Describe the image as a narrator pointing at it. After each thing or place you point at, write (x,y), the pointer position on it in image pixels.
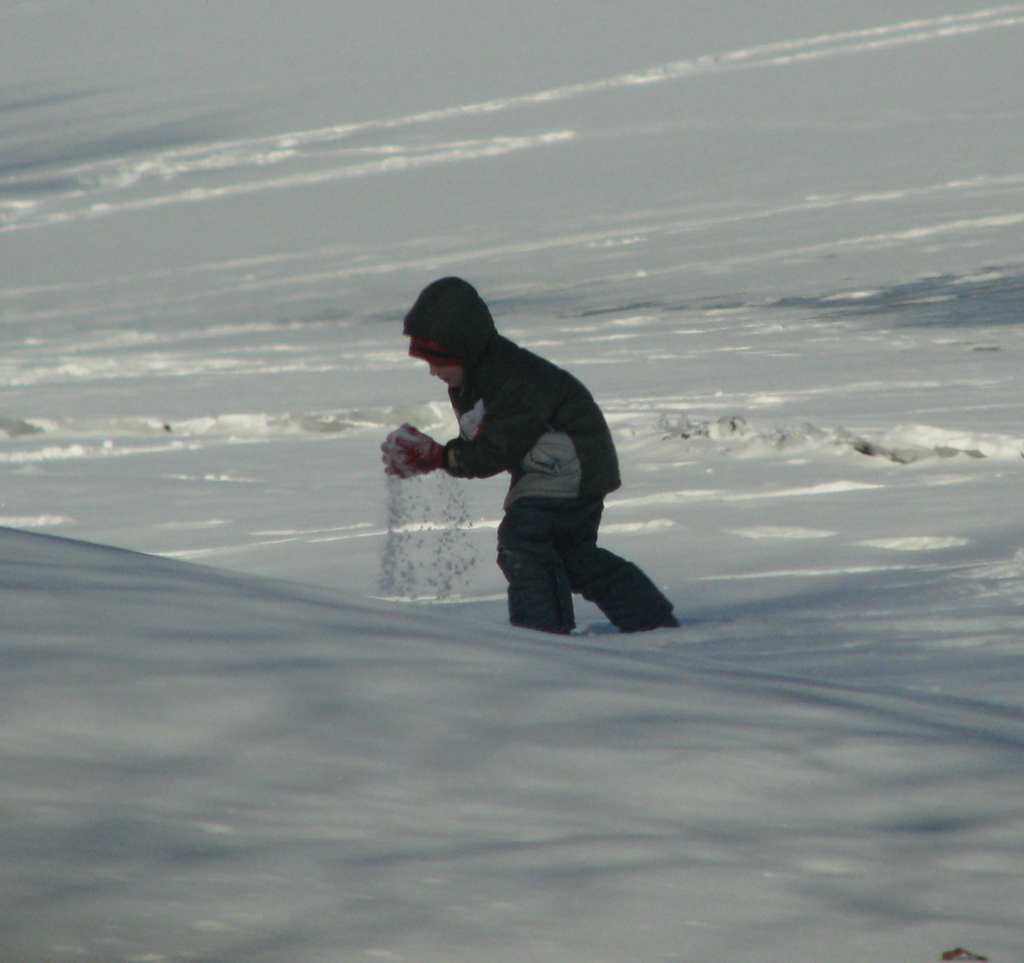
In this image, I can see a boy (513,552) standing. This is the snow (688,616).
